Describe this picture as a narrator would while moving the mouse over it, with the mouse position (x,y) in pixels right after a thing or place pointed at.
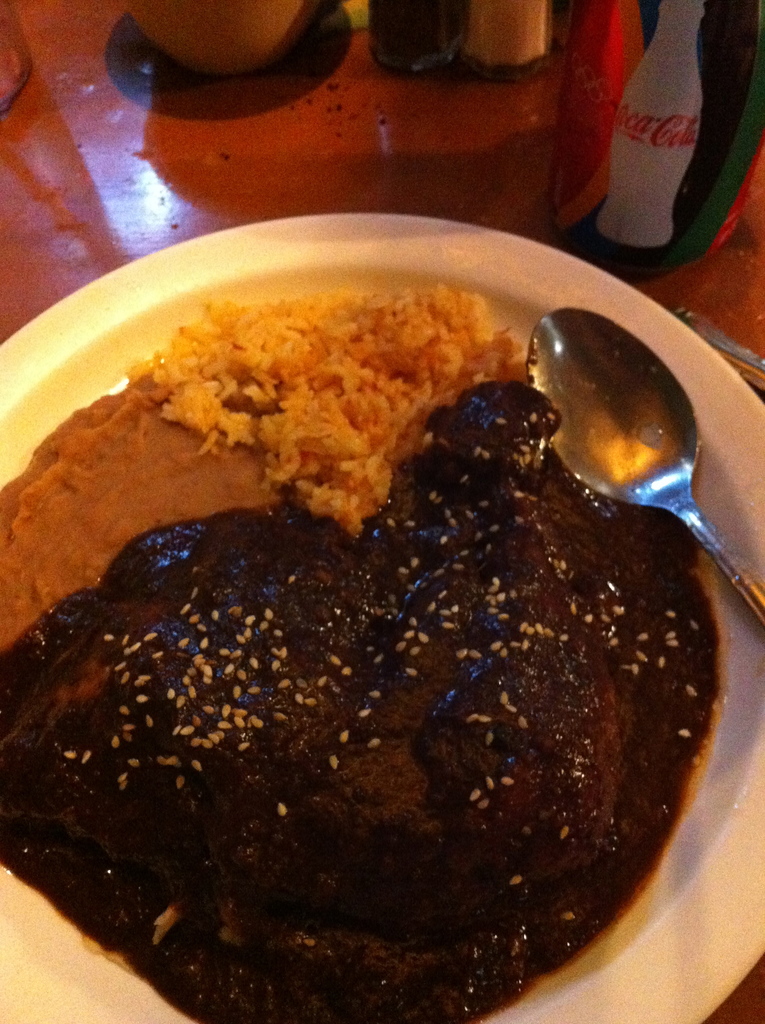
In this image I can see a brown colored table (298,147) and on the table (312,132) I can see a white colored bowl (314,263) with a food item (284,490) in it. I can see a spoon (576,337) and few other objects (715,4) on the table (301,73).
